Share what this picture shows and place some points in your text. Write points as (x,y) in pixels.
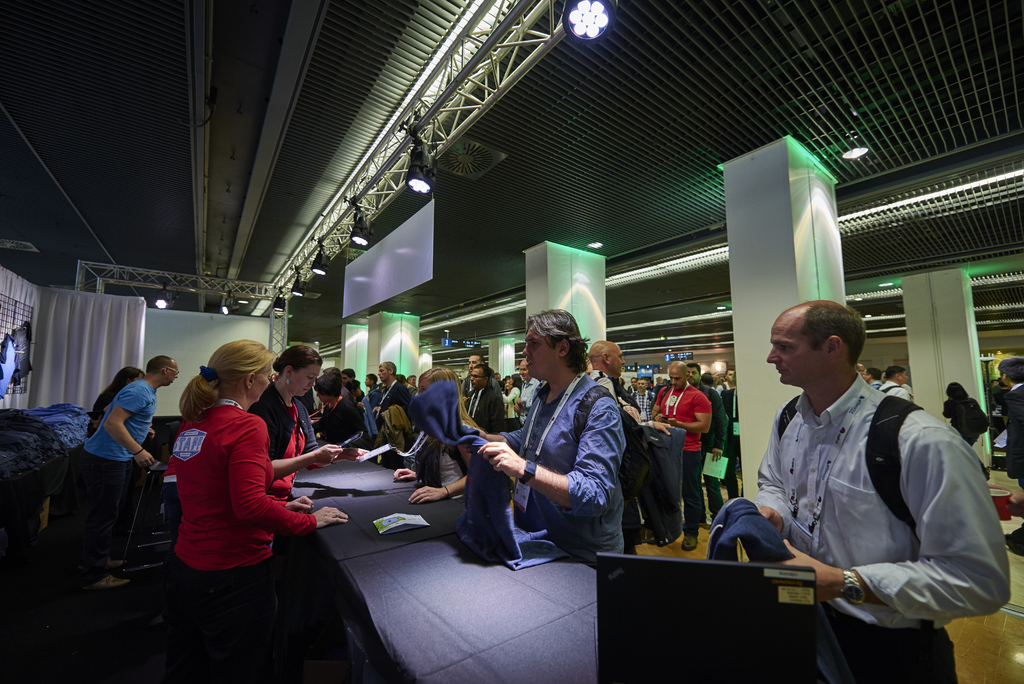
There are group of people (474,390) standing. These are the pillars (546,309). This looks like a white board (432,235), which is hanging to the roof (450,164). These are the lights (424,158) and iron pillars (333,210). I can see a white cloth (50,322) hanging. This is the table (453,611) covered with a cloth (566,606). I can see a paper (391,514) and a black color object (609,619) on the table (483,620). This is the roof (708,80).
